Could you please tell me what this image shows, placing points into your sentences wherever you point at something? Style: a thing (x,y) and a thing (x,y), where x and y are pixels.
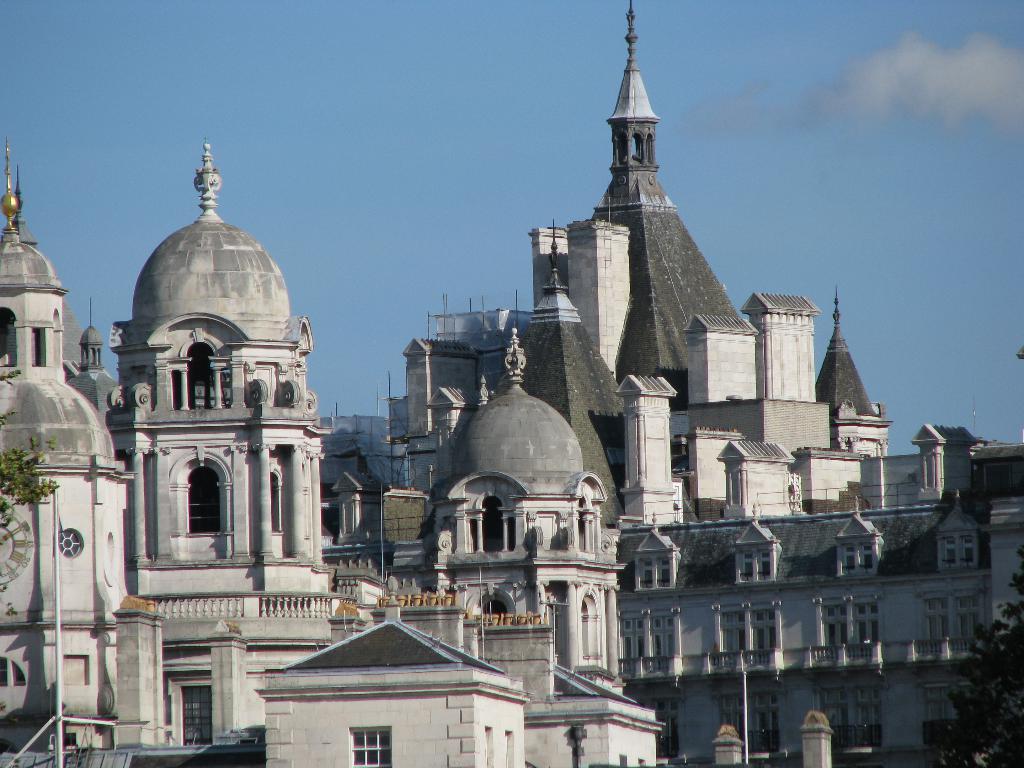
In this image I can see number of buildings (525,431) and on the both sides of the image I can see two trees (950,762). On the left side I can see a pole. In the background (772,146) I can see clouds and the sky (734,63).
